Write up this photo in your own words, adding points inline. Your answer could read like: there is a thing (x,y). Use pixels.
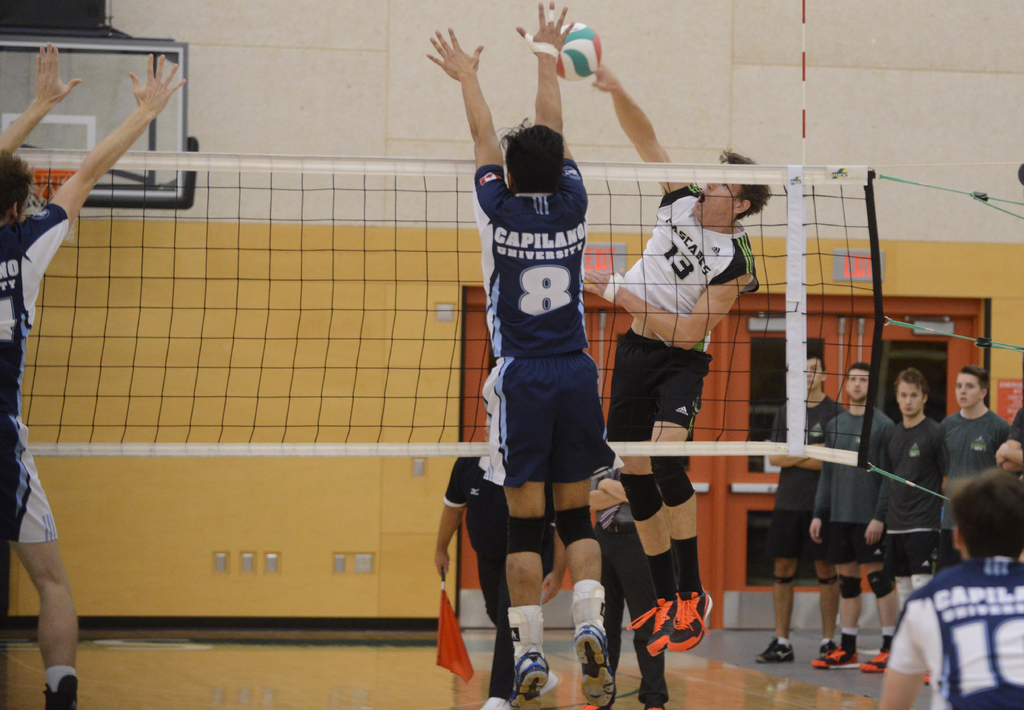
In the picture we can see some boys (938,585) are playing a volleyball and they are in sports wear (1019,683) and in the middle of them we can see a net (110,449) and in the background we can see some boys (967,371) are standing with gray color T-shirts (927,473) and behind them we can see a wall (95,461) which is yellow in color and to it we can see doors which are orange in color.
